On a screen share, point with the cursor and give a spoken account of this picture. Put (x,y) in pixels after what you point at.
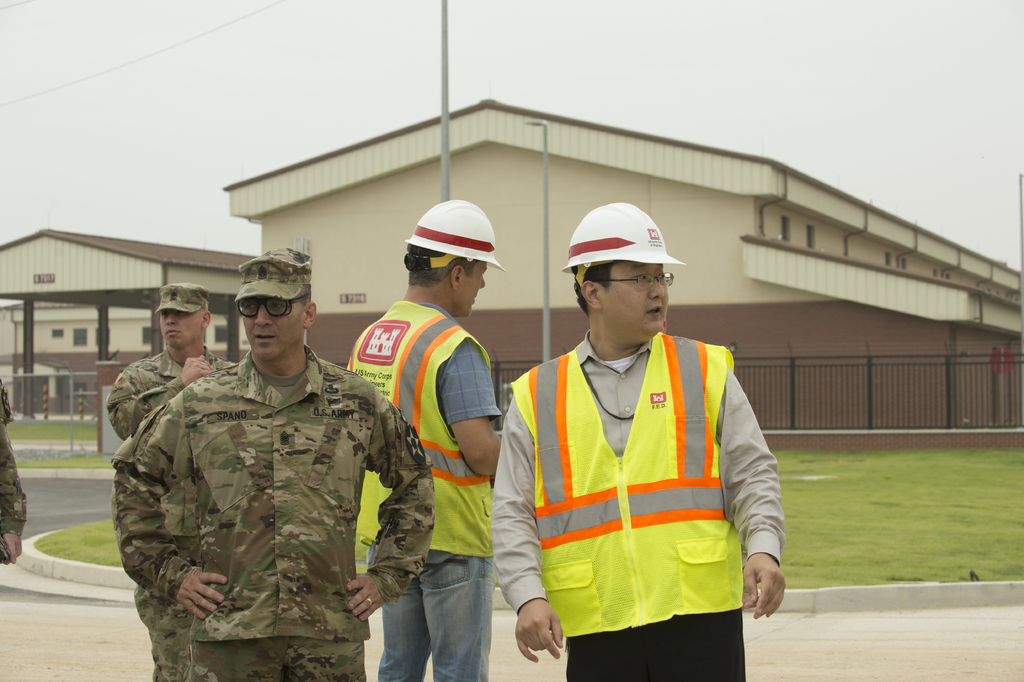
In the middle of the image (607,368) few people (125,394) are standing and watching. Behind them there is grass (886,515) and fencing (997,436) and poles (1023,191) and buildings (954,280). At the top of the image (345,7) there are some clouds (122,13) and sky (98,27).
